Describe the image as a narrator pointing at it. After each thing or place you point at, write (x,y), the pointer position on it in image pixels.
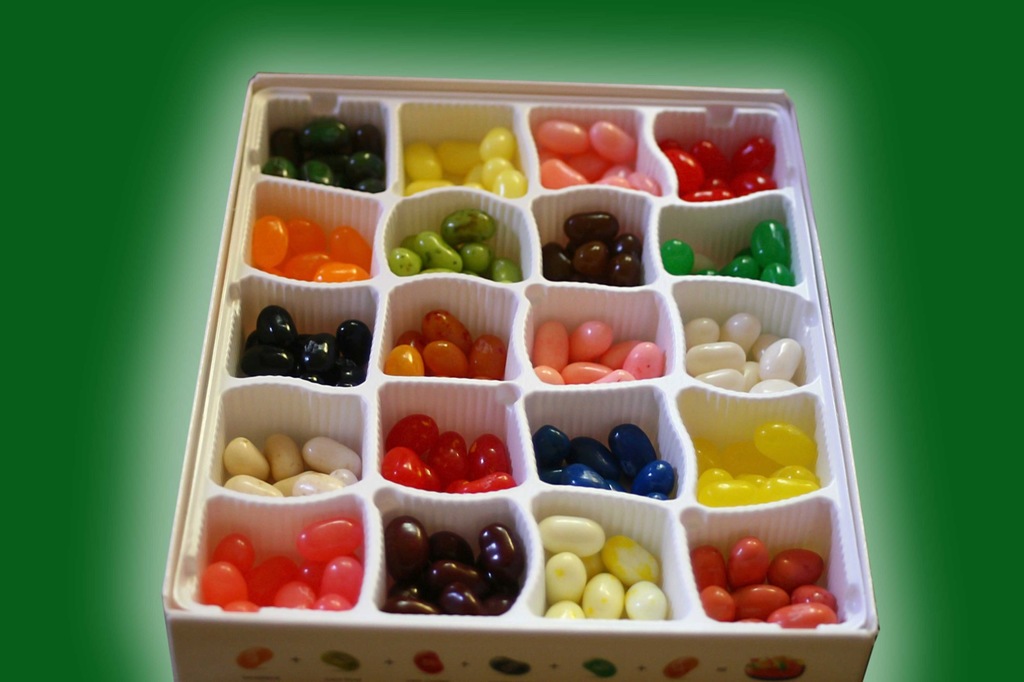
In this picture, it seems like colorful jelly beans (586,261).
